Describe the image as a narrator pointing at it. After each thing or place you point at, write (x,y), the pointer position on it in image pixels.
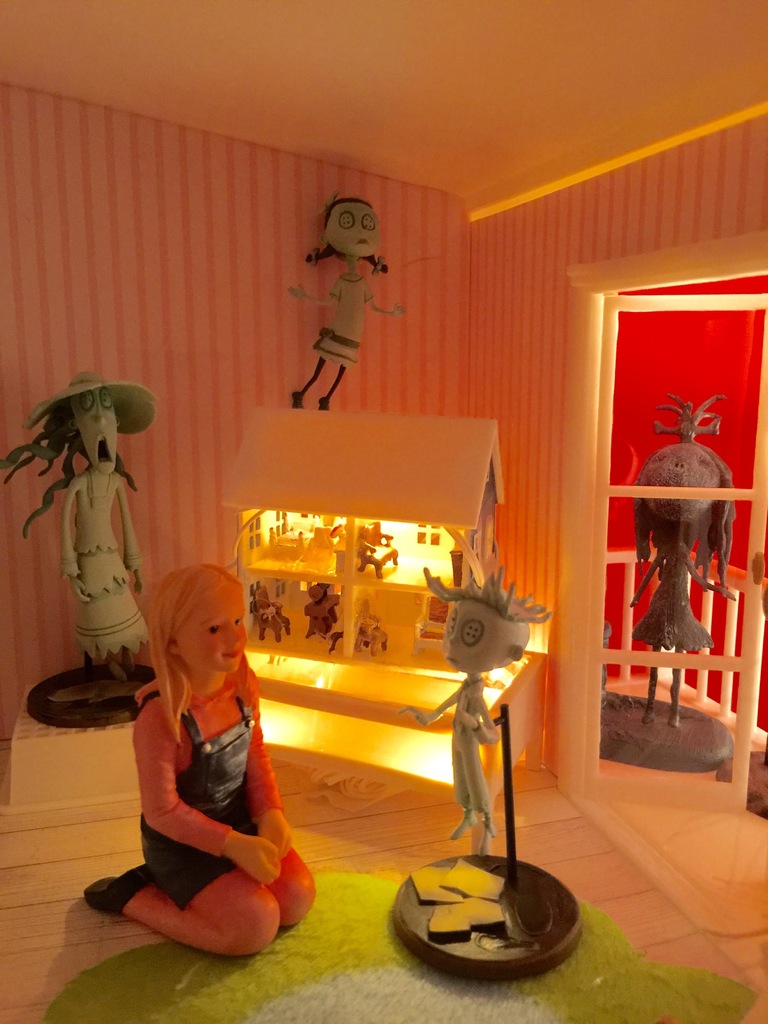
There is a statue (162,657) of girl (279,822) sitting in position on the floor (49,929) near a statue (456,612) which is attached to the stand (535,908). In the background (478,433), there is a toy house (427,479), there is a statue (355,302) attached to the wall (232,365), a statue (96,633) on the floor (307,784) and statue (692,471) in a cage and there is an yellow color ceiling (485,67).
